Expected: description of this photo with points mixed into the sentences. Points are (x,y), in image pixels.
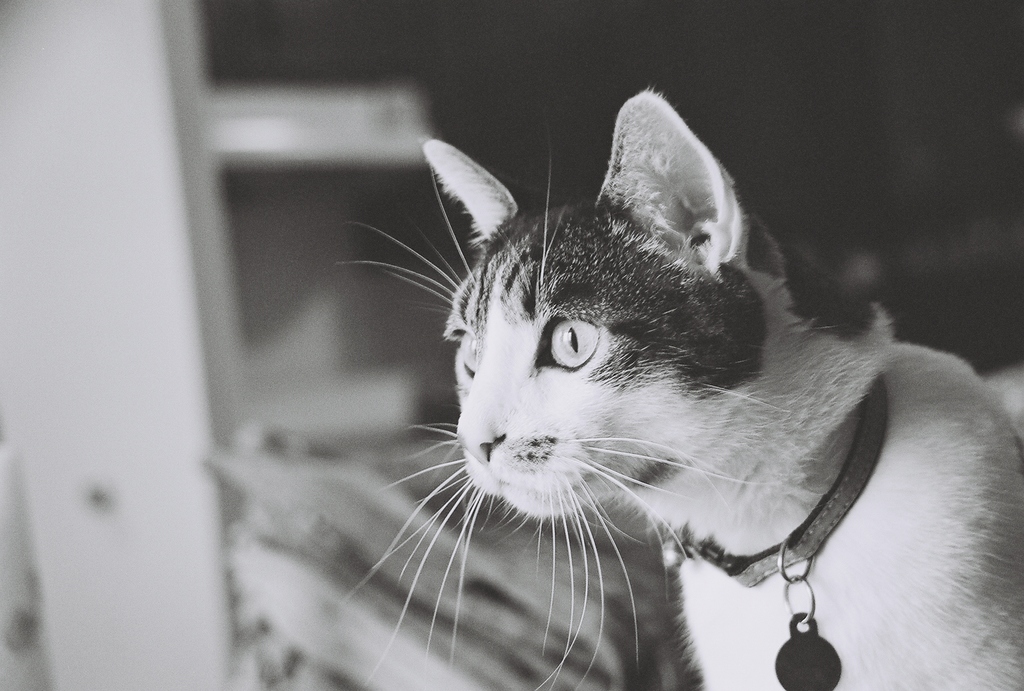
It is a black and white picture of a cat (719,408) with a neck chain (827,531) and the background (54,376) is blurry.
